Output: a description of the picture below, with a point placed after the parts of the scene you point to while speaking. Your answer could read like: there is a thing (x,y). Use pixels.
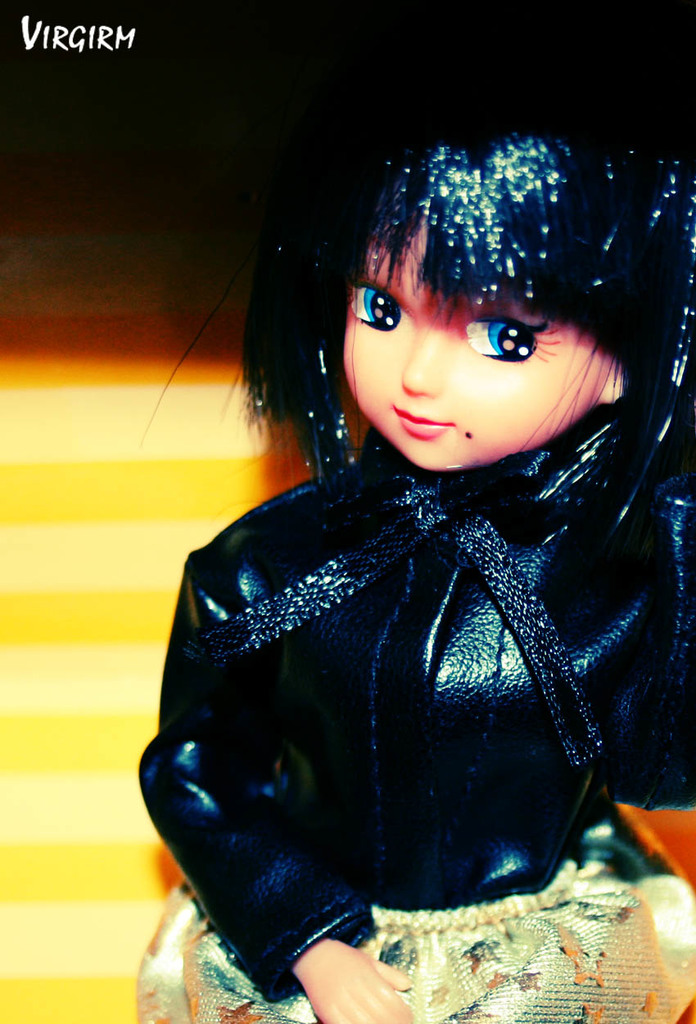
In this image I can see a doll (504,461) and I can see that doll (410,563) is wearing black dress (520,679). I can also see this image is little bit in dark from background (65,205) and here I can see watermark (131,29).
